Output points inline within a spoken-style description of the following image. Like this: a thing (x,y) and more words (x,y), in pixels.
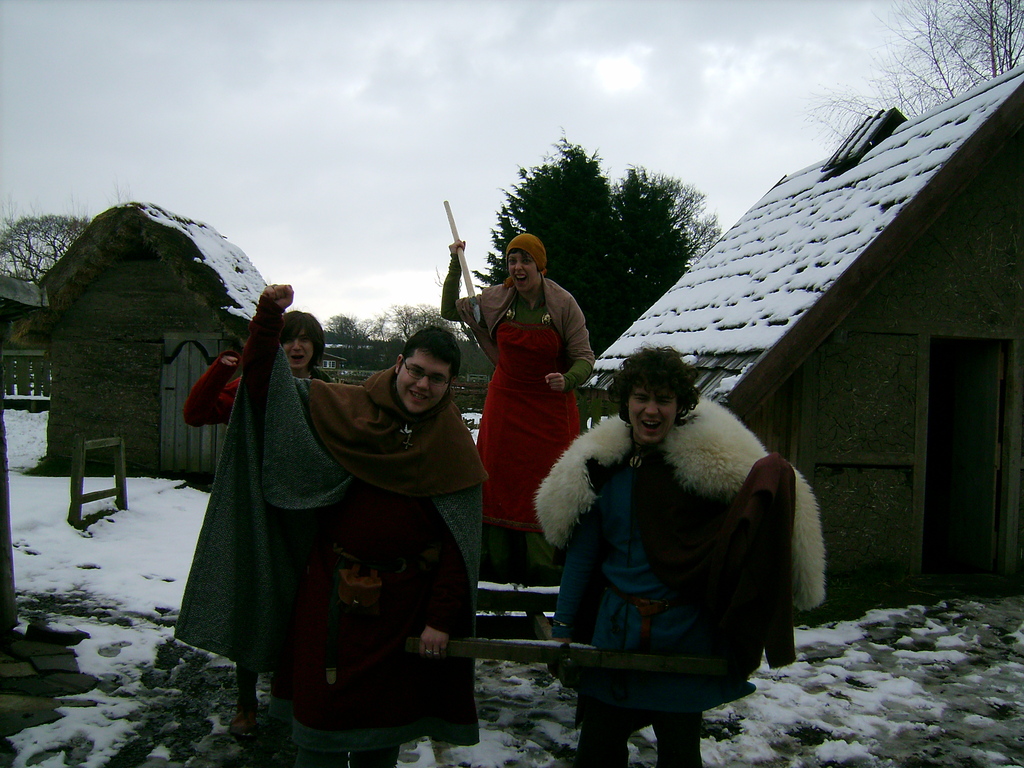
This image is taken outdoors. At the top of the image (220,162) there is a sky (397,117) with clouds (755,147). At the bottom of the image (732,703) there is a ground (261,734) covered with snow (758,703). In the middle of the image (662,424) there are a few people (461,488) standing on the ground (494,736). In the background (103,367) there are a few huts (191,361) and trees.
